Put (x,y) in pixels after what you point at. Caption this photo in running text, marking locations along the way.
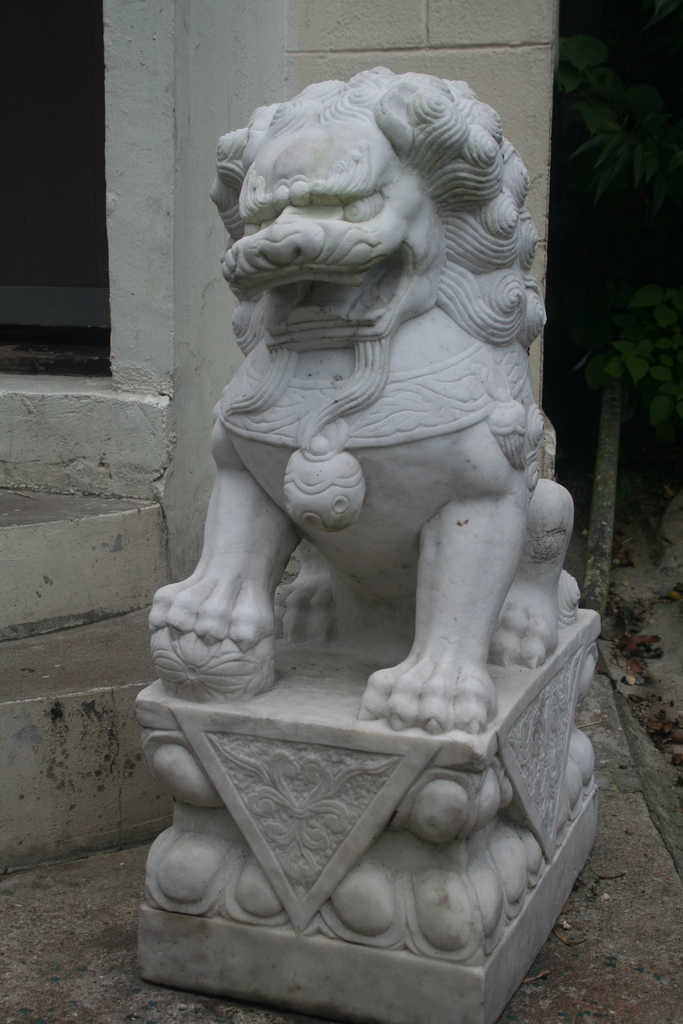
In this picture we can see a sculpture (364,377) in the front (343,268), on the right side (635,337) there is a plant (659,227), in the background (404,72) there is a wall (338,71).
